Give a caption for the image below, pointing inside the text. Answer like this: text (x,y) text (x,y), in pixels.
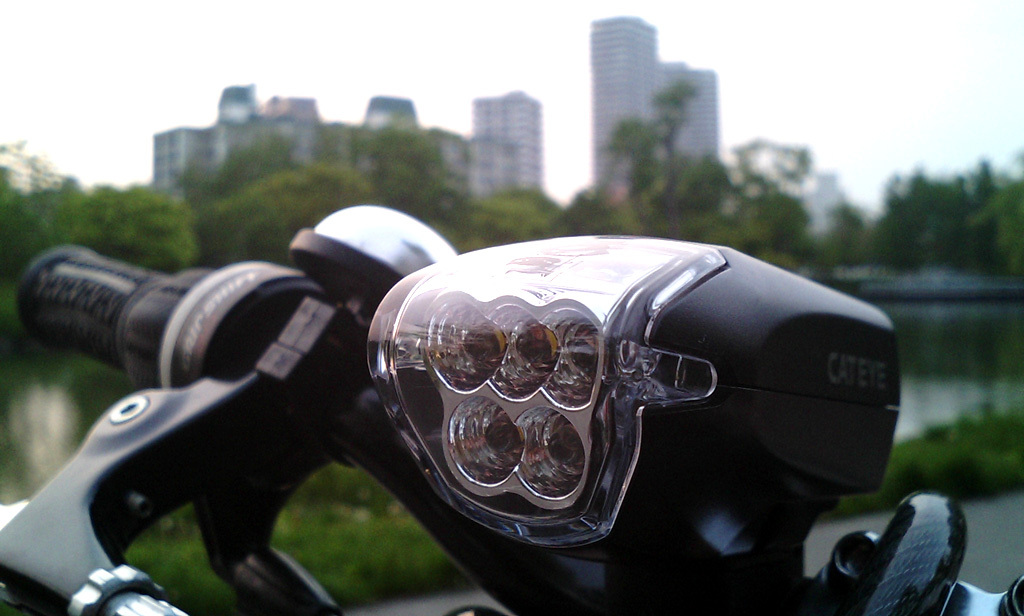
In this image we can see one of the parts (198,428) of the bicycle (588,371). And behind this we can see trees (358,202), buildings (388,114), and lake (939,316). And clouds (536,69) in the sky (536,69).
